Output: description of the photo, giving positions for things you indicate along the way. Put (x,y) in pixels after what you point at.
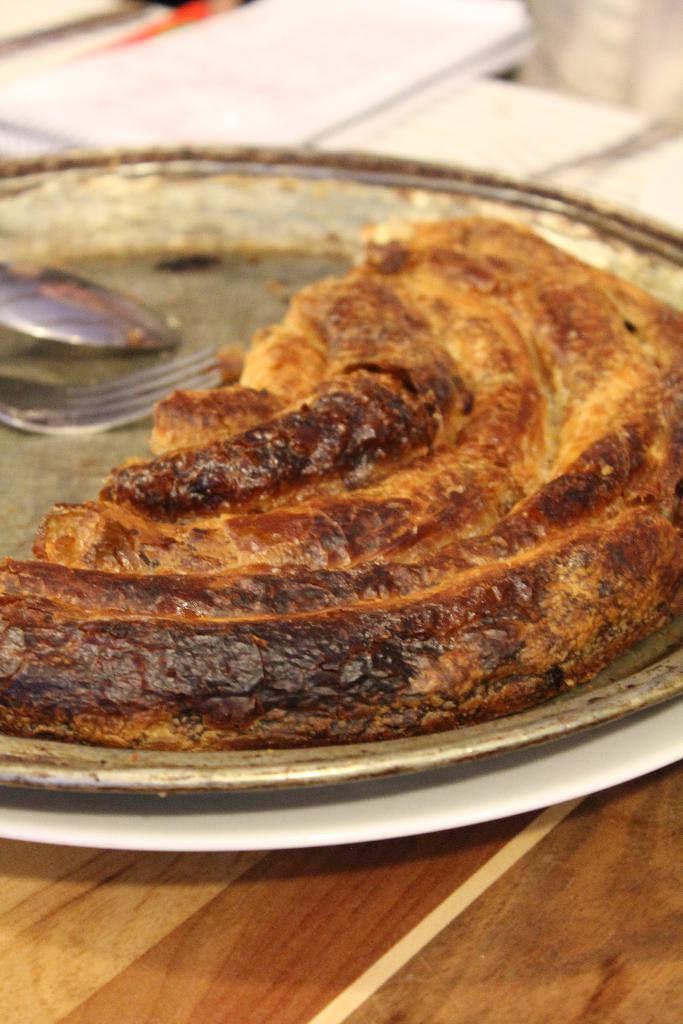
In the picture we can see a wooden table (497,934) on it, we can see a plate (32,511) with some fried food (613,635) and near it, we can see a spoon (124,310) and fork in the plate (599,206) and beside the plate (569,214) we can see some papers (350,86).
